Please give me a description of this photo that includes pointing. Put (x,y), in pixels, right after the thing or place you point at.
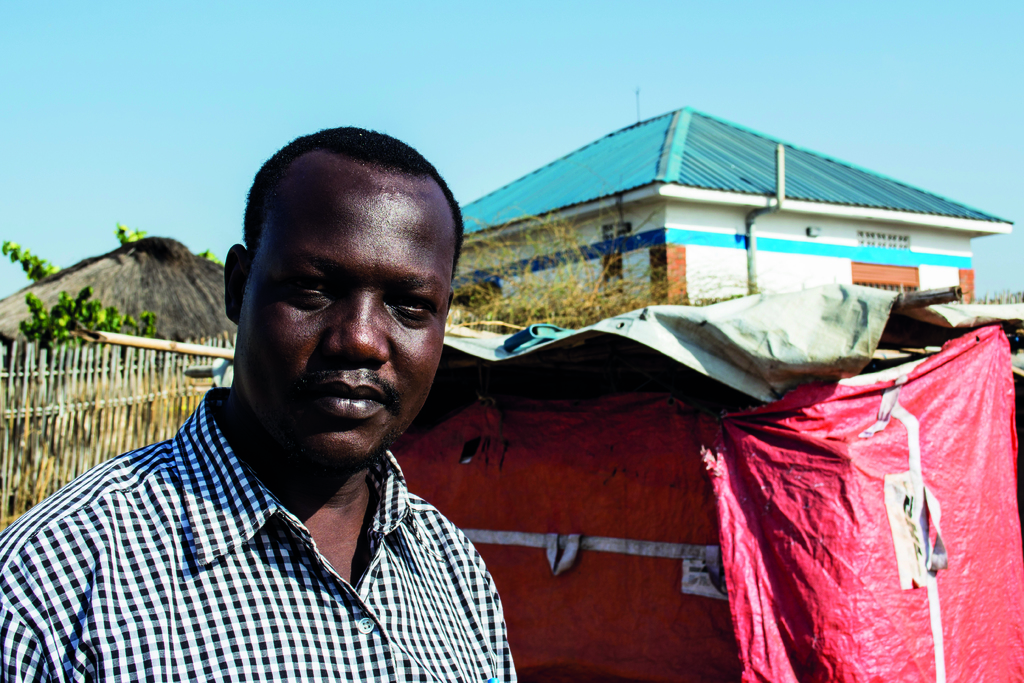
In this image, we can see a person (209,487) who is wearing a shirt (246,583) with black lines (70,618) on it. Behind the person (243,499) there is a fencing (61,427) and there is also a house (684,163) with blue roof (690,172) and beside the house (566,215) there is a hut (173,253) and there are also some plants (139,231).
